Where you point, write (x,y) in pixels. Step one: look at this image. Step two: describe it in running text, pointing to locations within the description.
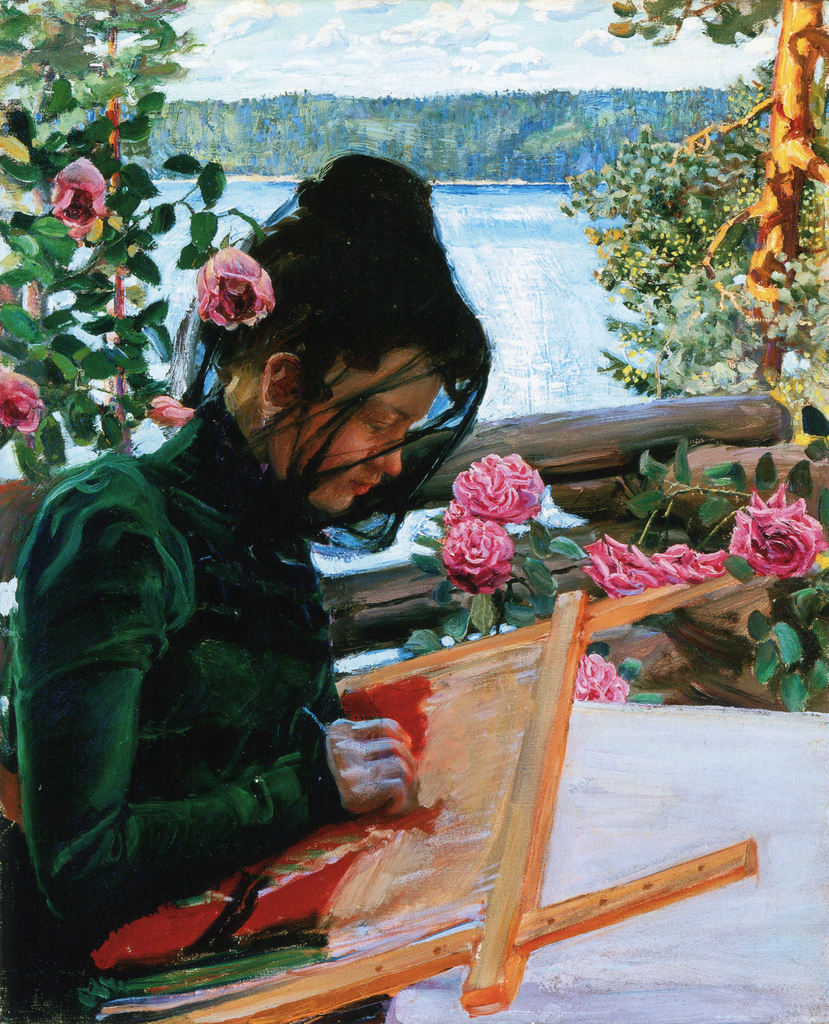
This image consists of a painting (262,666) of a woman (232,477). She is on the left side (89,700) facing towards the right side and holding a wooden board (436,864) and it seems like she is painting on it. In the background (692,570) there are few plants (73,430) along with the flowers (468,563) and tree trunks (606,453). In the background (542,307), I can see the water (518,220) and trees (480,109). At the top of the image (497,56) I can see the sky (469,64) and clouds (428,42).
